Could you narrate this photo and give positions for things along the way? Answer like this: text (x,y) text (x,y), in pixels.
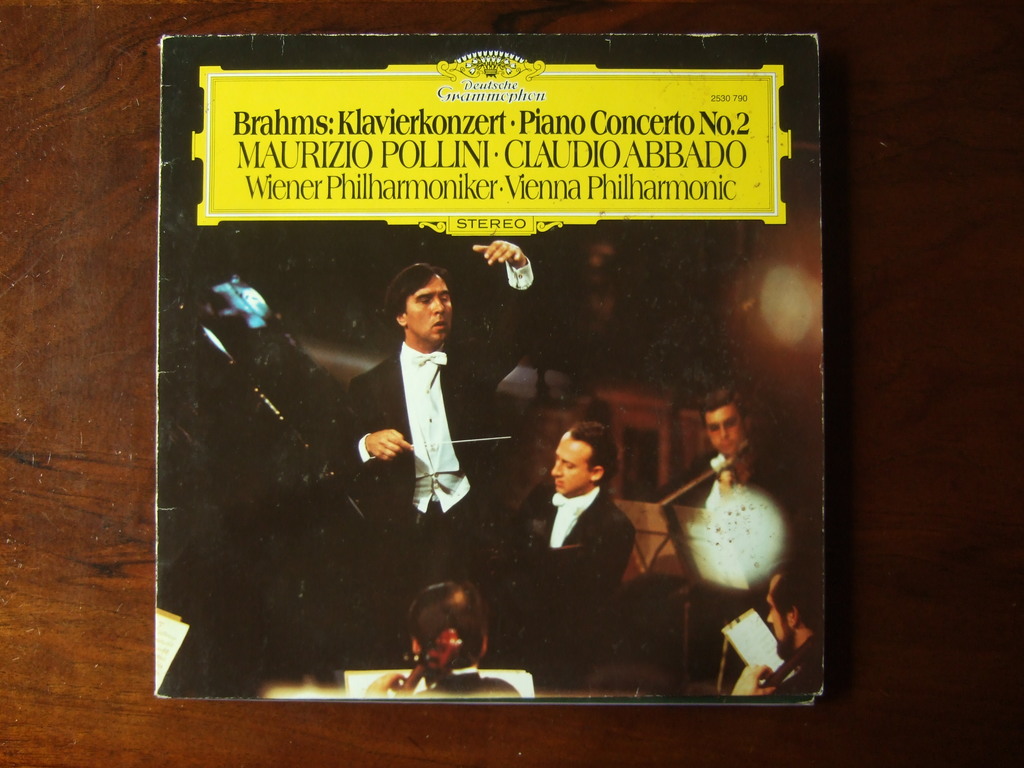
In this picture I can see there is a record cover (801,410) placed on the wooden table (302,759) and there is a picture (524,498) of few people (594,580) playing musical instruments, there is a person (446,440) standing and he is wearing a blazer (459,374) and there is something written at the top of the record cover (487,170).
